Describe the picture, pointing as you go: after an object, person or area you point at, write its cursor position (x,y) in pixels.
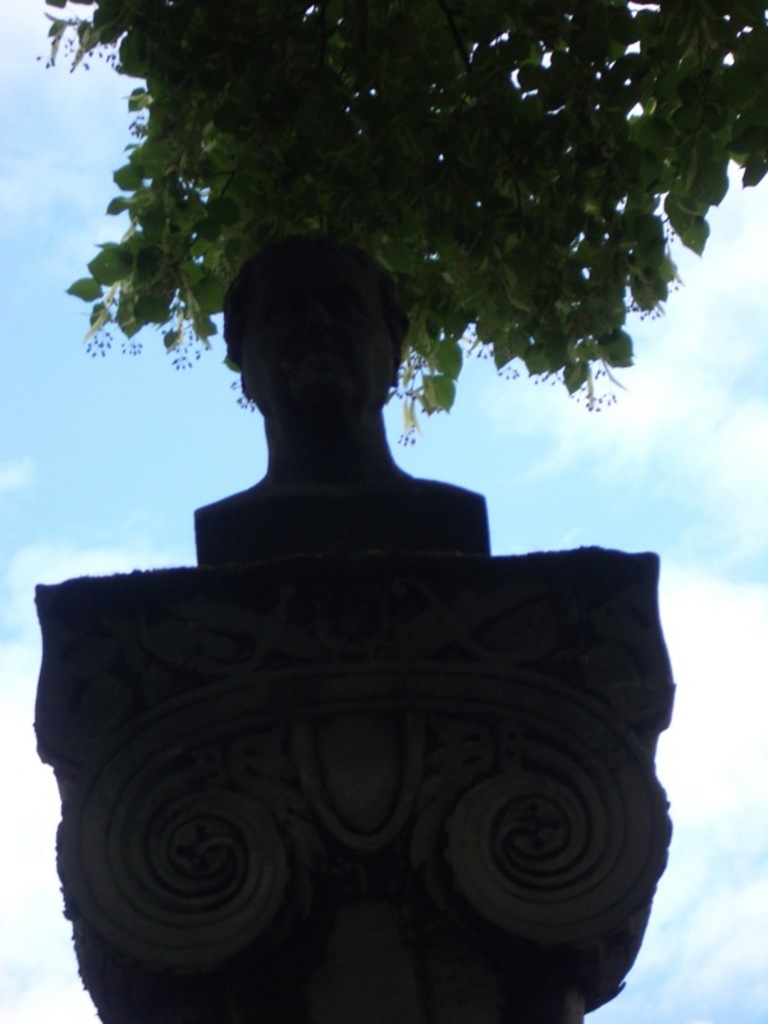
In this picture I can see a sculpture (357,468) of a person (315,551) on the pillar (395,667), there is a tree (554,246), and in the background (759,309) there is sky (724,697).
